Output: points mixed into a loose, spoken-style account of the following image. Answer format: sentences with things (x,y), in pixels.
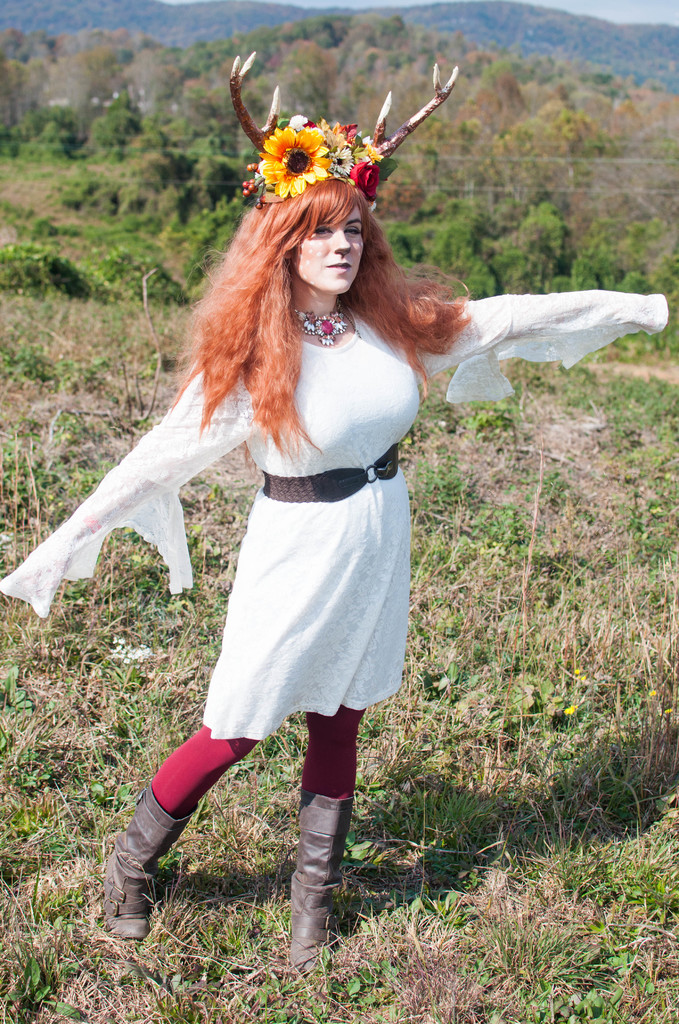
In this image we can see woman (300,472) is standing, she is wearing white and red color dress (262,704) with brown shoes (127,867) and tiara (322,170) on her head (312,193). Background of the image we can see so many tree (135,209). The land (105,313) is full of grass (419,943).
